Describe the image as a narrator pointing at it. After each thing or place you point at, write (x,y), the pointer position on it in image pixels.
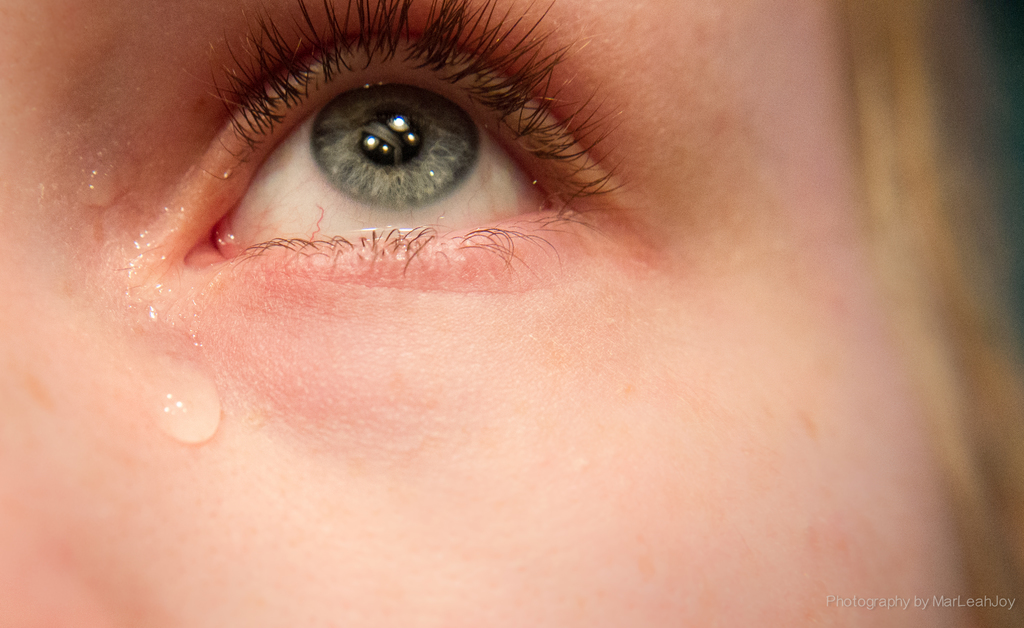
In this image I can see the eye (411,168) of a person (451,194). I can see water (193,412) on the face (218,423).
